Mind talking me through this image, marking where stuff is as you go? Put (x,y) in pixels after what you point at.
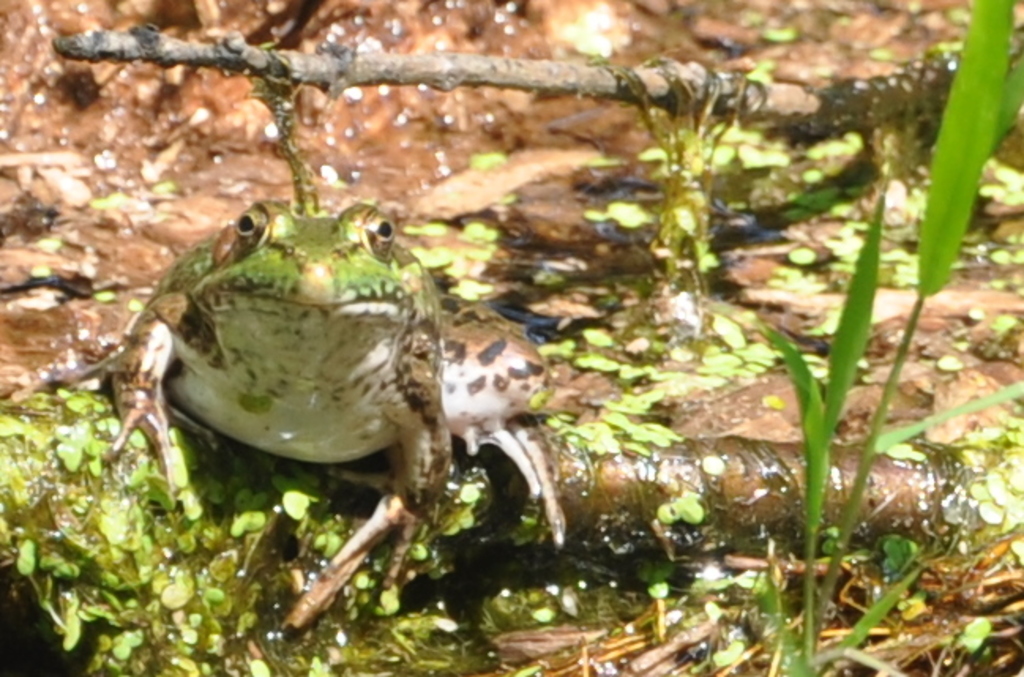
In this image on the left side (326,436) we can see a frog (213,271) sitting on the wood (69,489) and on the right side (812,664) we can see a plant (774,605) and in the background (751,249) it is blurry.
